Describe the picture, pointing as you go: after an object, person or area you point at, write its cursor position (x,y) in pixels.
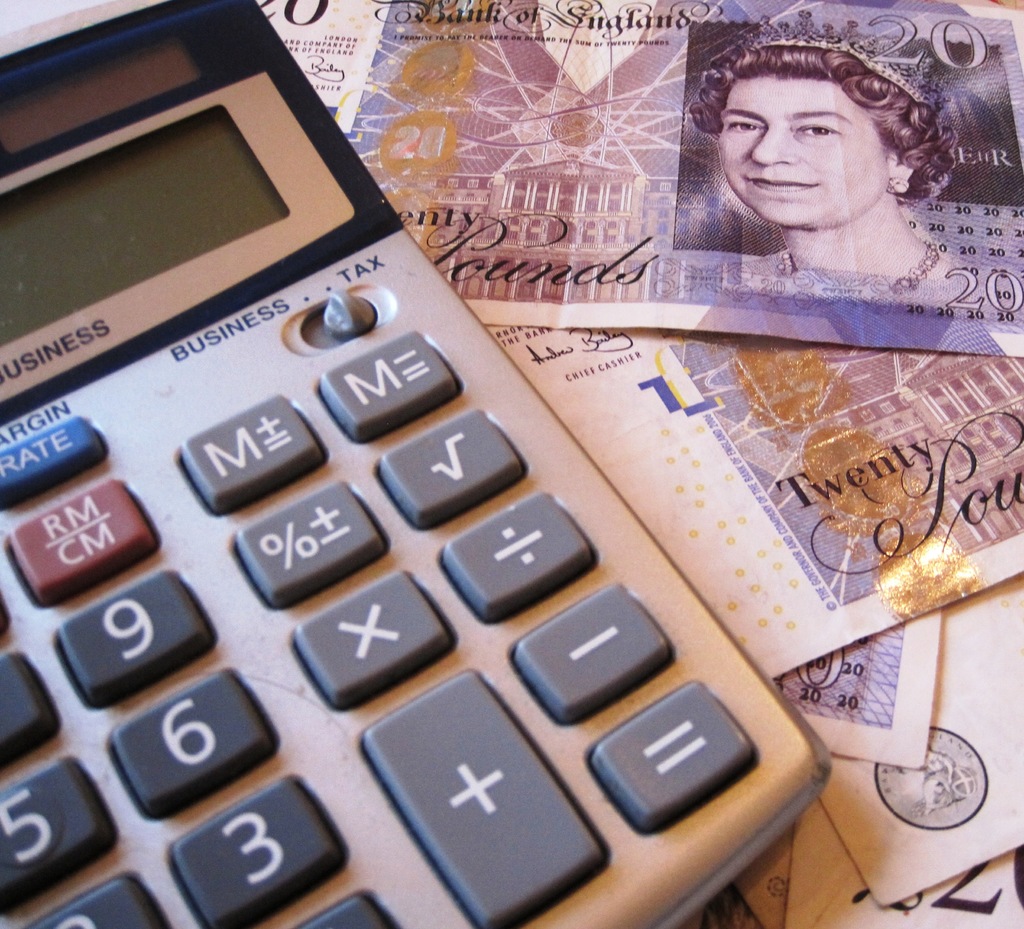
This image consists of money (749,318), and a calculator (651,792).
